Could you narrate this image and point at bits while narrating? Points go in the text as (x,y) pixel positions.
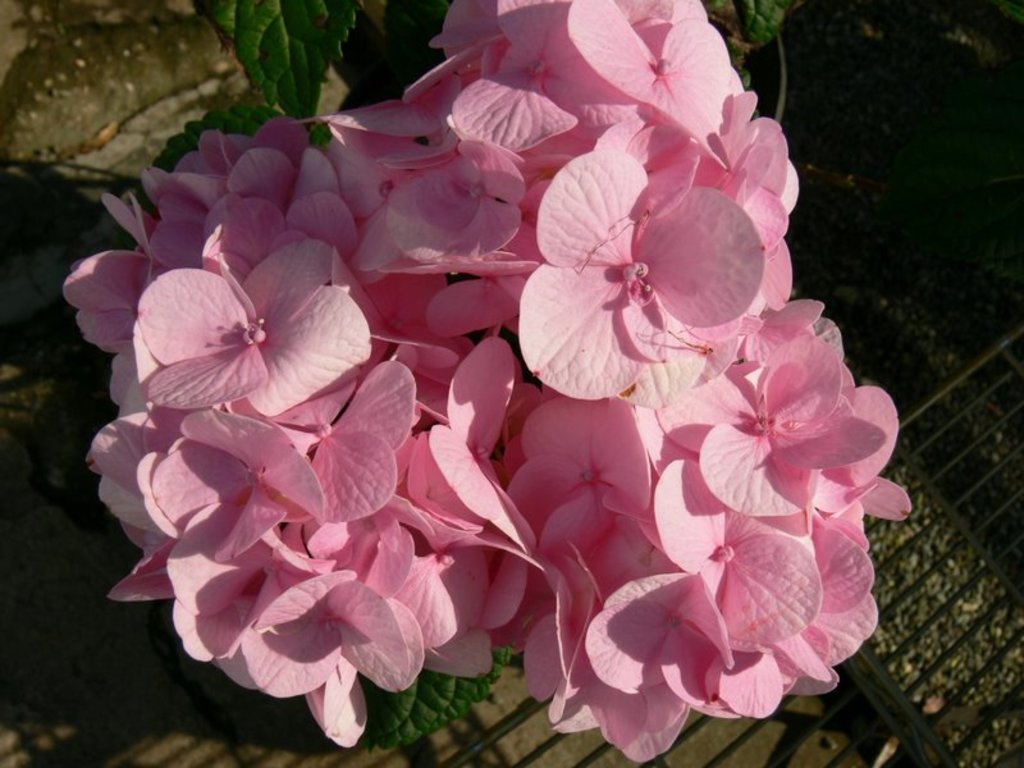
A bunch of pink flowers (488,320) are on a plant (318,297). There is a barrier (895,600) behind it.
